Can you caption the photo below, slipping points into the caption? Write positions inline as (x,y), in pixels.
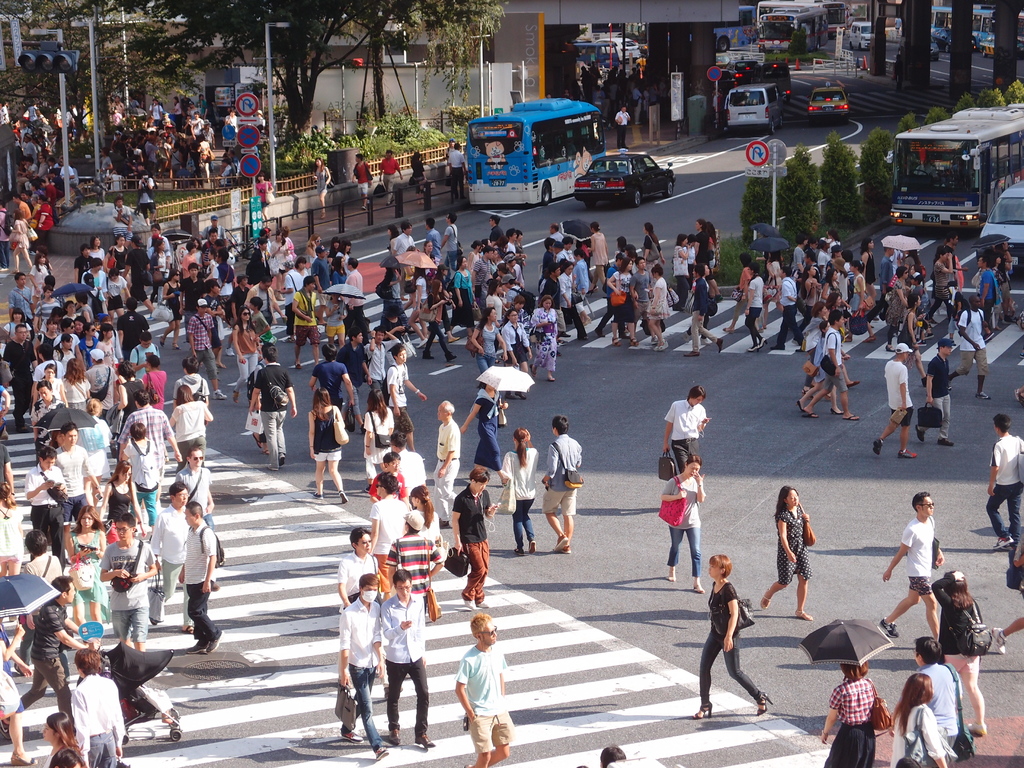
In the middle of the image (615,314) many people (502,231) are walking on the road (662,243). Behind them there are some trees (291,123) and poles (273,181) and sign boards (243,123) and fencing (298,187). At the top of the image (540,118) there are some vehicles (963,157) on the road (553,213) and there are some trees (12,73).
